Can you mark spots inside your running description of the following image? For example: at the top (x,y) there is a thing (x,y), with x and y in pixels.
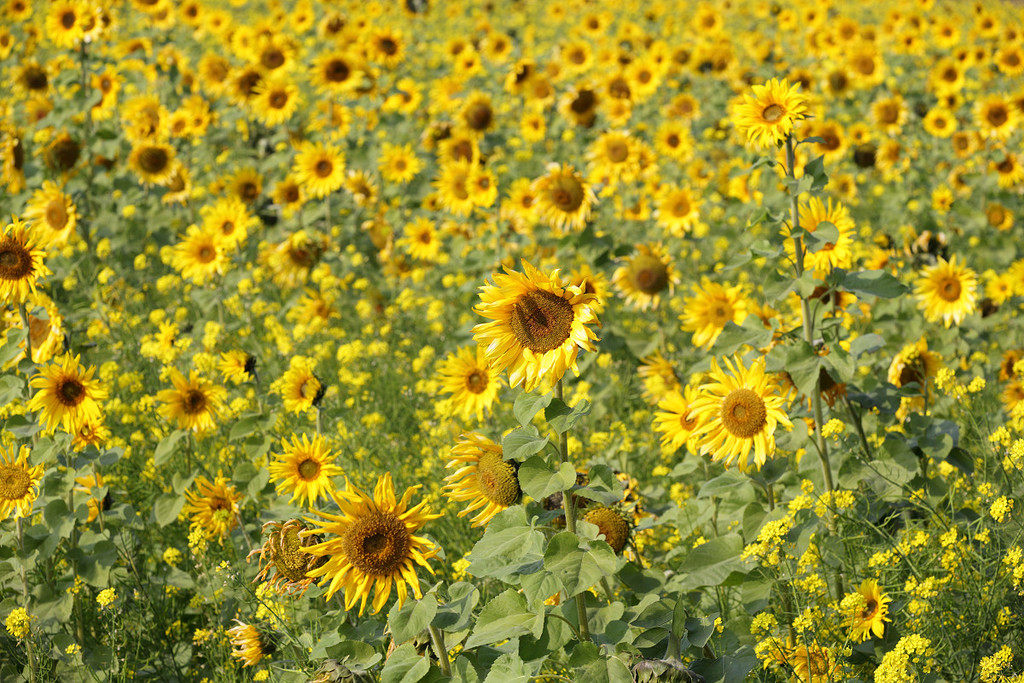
In this image we can see a group of plants (525,443) with the sunflowers (537,380).
